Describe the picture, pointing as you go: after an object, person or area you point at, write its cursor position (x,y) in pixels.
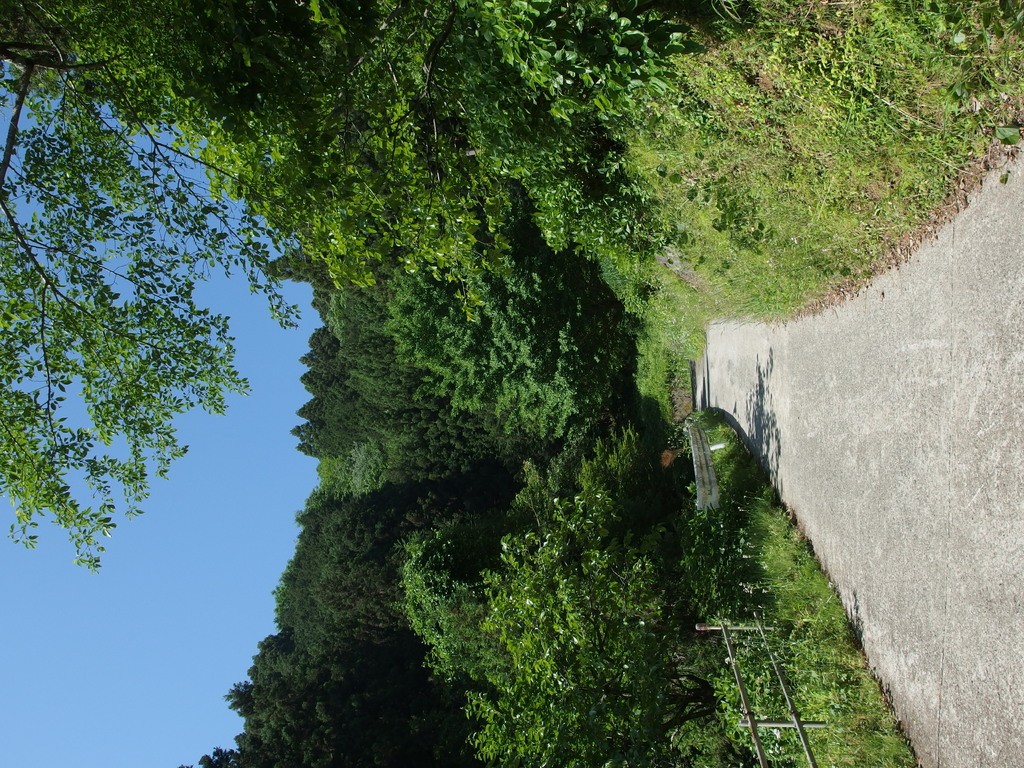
In the picture I can see plants (656,439), trees (607,633), fence (735,625) and the grass (688,370). In the background (194,563) I can see the sky (178,630).
